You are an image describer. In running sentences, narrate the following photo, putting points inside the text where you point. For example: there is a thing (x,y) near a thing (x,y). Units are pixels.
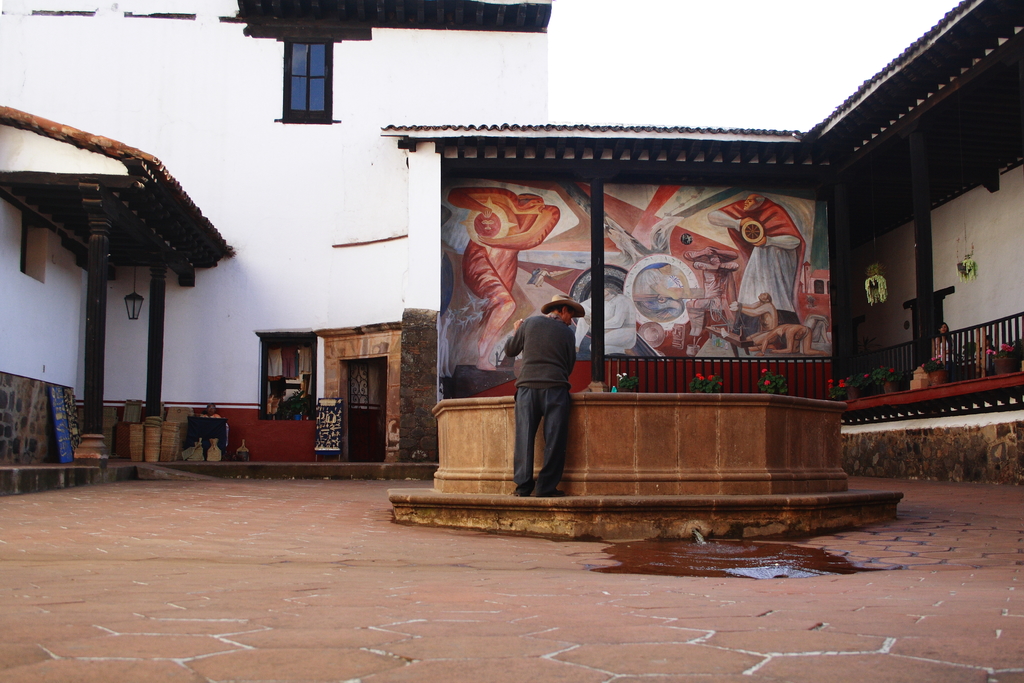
In the middle of the image (561,437) a man (510,354) is standing and watching. Behind him there is wall (977,466) and fencing (726,368). Behind the fencing (675,375) there are some plants (636,376) and flowers (628,378). Behind them there is wall (498,220), on the wall (653,201) there is a painting (557,211). At the top of the image (364,58) there is a building (364,58).
